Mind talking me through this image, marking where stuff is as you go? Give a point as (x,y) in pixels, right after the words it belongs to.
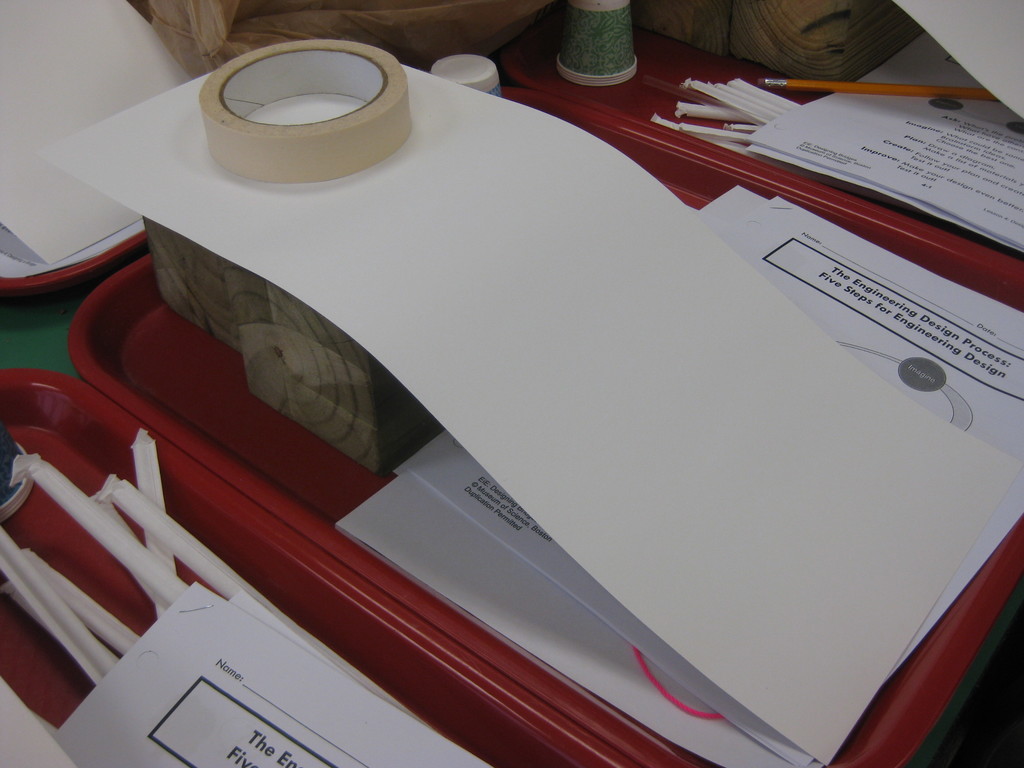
In this image we can see group of papers (768,322), pencils (824,83), cups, tape (368,105) and boxes (342,396) are placed in several trays (675,153). In the background (698,39) we can see wood blocks (785,46).
